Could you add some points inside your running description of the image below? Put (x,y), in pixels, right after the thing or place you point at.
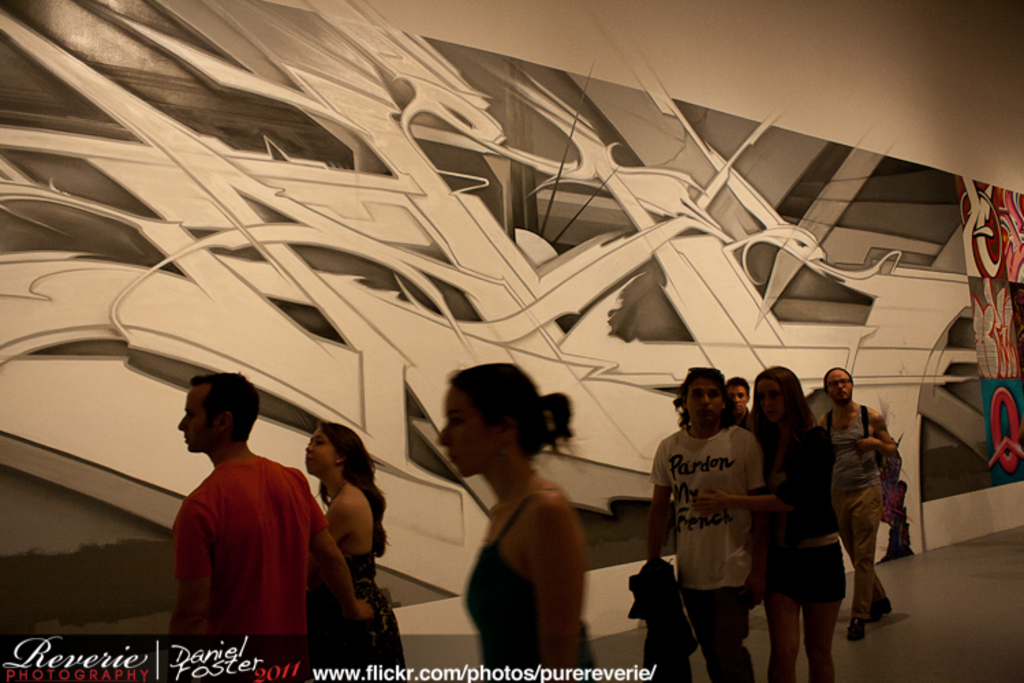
In this image, there are a few people (822,564). We can see the wall (669,143) with some design (231,295). We can see the ground (888,662) and some text (42,658) at the bottom (50,674).
